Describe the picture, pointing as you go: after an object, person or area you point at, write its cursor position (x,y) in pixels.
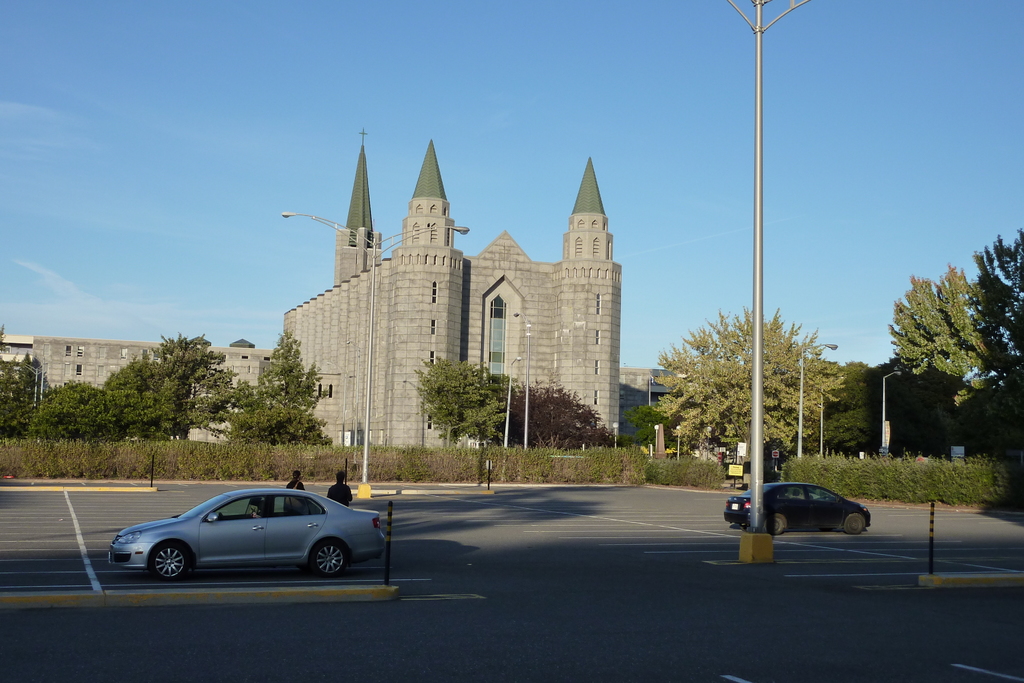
This is an outside view. Here I can see two cars (294,539) on the road (676,565) and two persons (338,492) are standing facing towards the back side (346,502). Beside the road (700,550) there are many poles (753,483). In the background (366,387) there are many trees (531,391) and buildings (414,378). At the top of the image (270,78) I can see the sky (524,120) in blue color.
